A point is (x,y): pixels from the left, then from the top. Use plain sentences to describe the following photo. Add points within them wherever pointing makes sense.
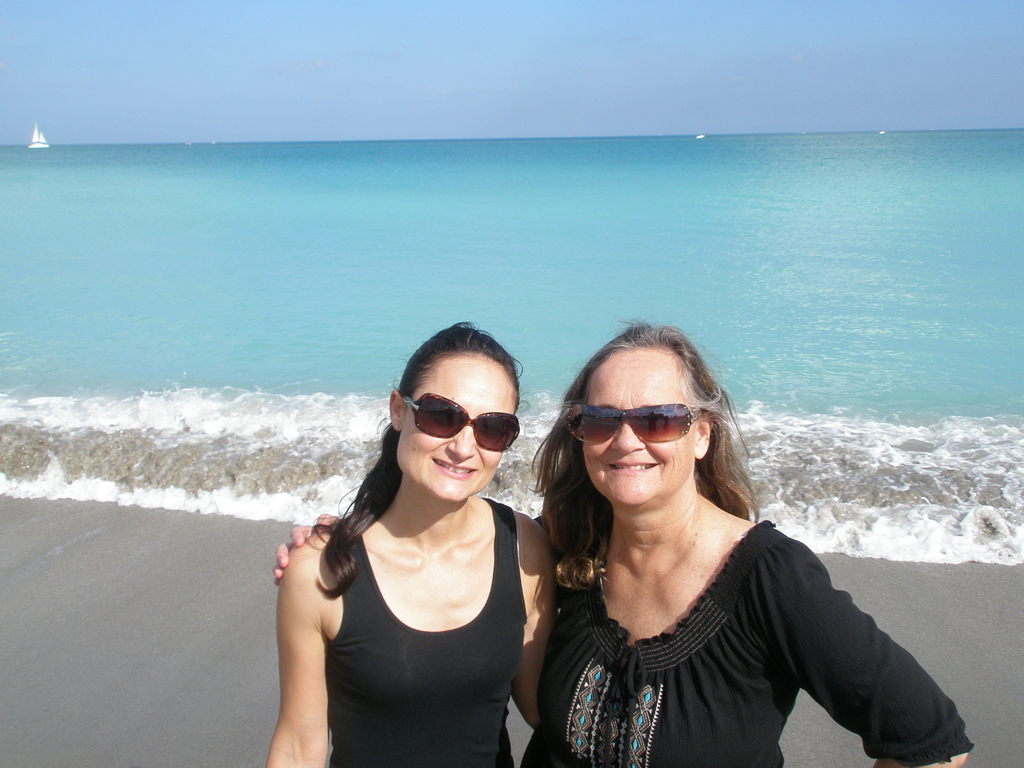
In this picture there is a woman (750,521) who is wearing goggles (600,417) and black dress (681,665). Beside her we can see young lady (473,487) who is wearing goggles (435,425) and black dress (360,719). Both of them are standing on the beach (843,729). In the background (829,179) we can see ocean (680,315). On the left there is a boat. On the top (629,111) we can see sky (535,84) and clouds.
